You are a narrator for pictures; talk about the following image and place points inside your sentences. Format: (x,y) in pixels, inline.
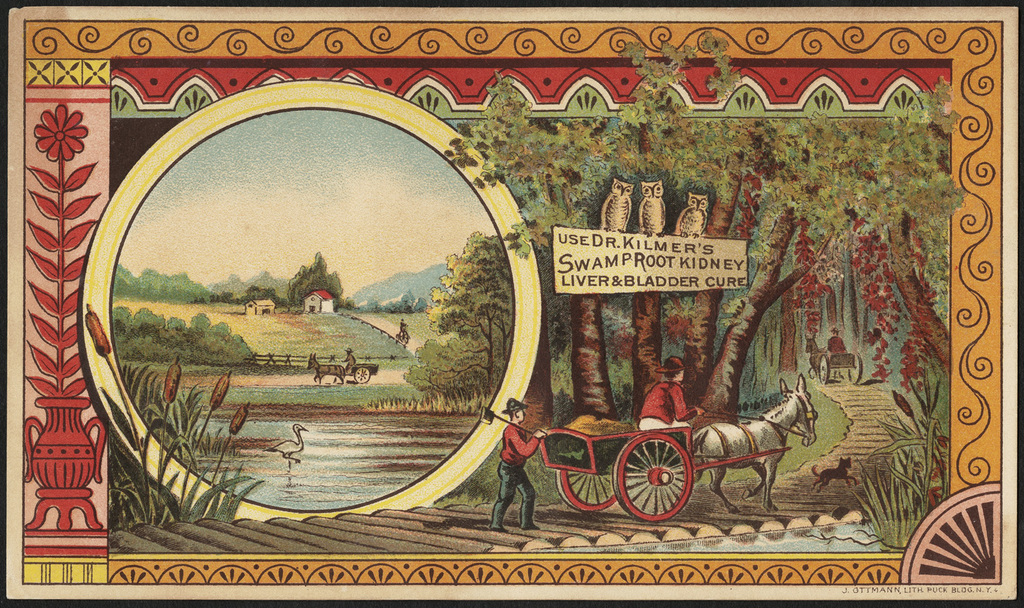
In the picture we can see a painting (435,573) of a horse cart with a man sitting and riding it and behind it we can see a man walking holding a stick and in front of the cart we can see a dog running on the steps (504,534) and beside it we can see another image with water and a bird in it and near to it we can see some plants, trees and behind it we can see some houses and in the background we can see hills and sky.
